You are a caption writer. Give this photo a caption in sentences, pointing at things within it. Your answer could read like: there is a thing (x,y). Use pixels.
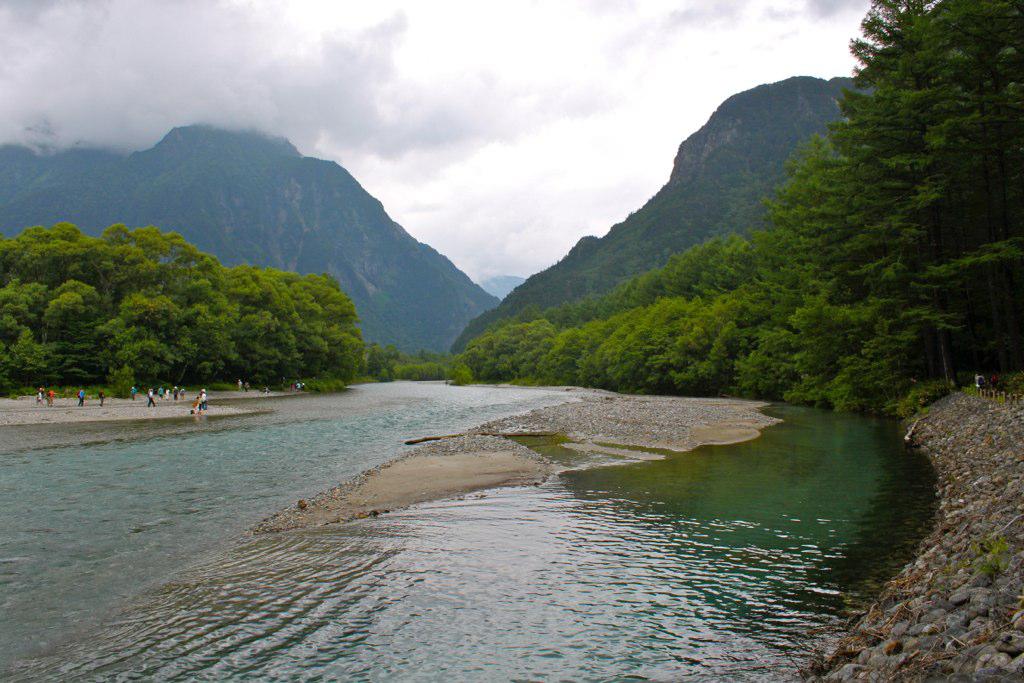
In this image there is the sky (453,62), there are mountains (276,154), there are mountains (156,187) truncated towards the left of the image (18,183), there are trees (543,334), there are trees (952,133) truncated towards the right of the image (980,110), there are trees (18,286) truncated towards the left of the image (33,250), there are group of persons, there is a river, there are rocks (966,419) truncated towards the right of the image (976,467), there is sand (435,480).
